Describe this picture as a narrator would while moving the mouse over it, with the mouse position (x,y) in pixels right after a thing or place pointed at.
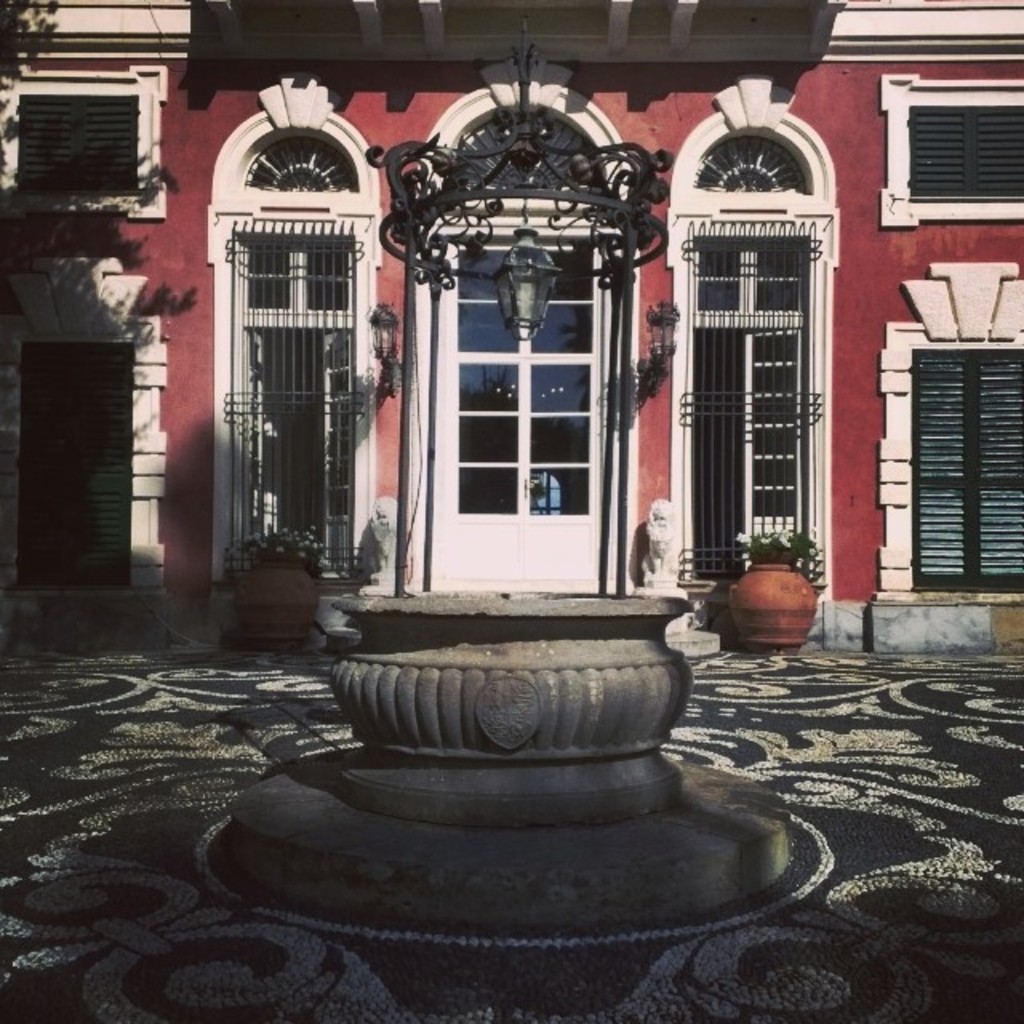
In this image I can see a building (454,450) and windows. In front I can see light (543,310) and glass door (529,375). Both-sides I can see a flower pot (741,582) on the floor (901,660).
